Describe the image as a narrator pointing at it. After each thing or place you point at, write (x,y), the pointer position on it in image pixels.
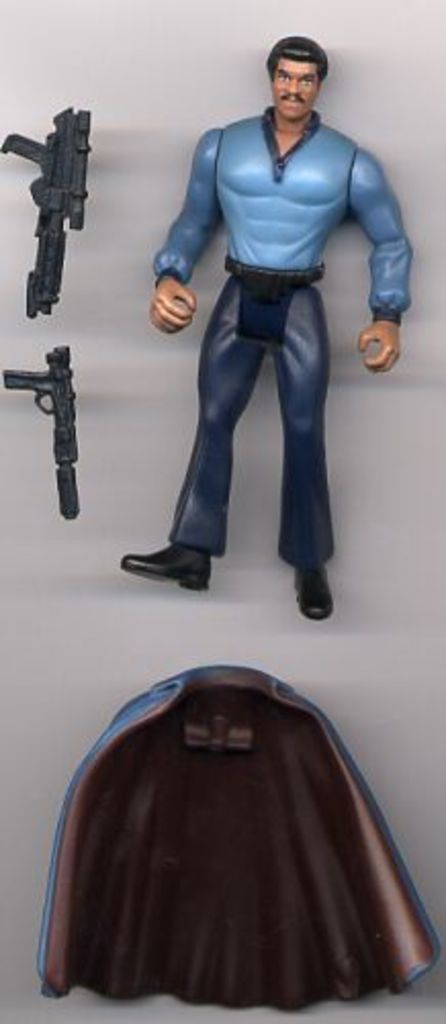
In this image there is a toy of a person (242,323), two guns (57,401) and some other object (188,714).
